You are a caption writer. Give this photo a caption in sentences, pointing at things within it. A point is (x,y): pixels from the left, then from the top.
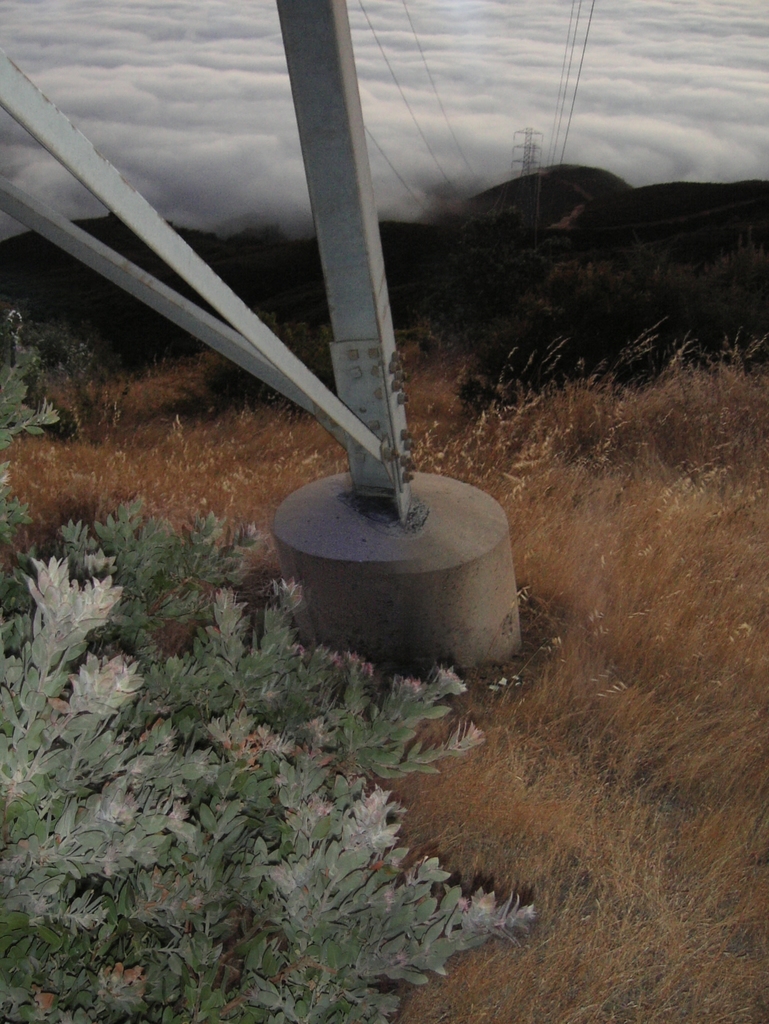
In the center of the image (291,364) we can see some metal rods (390,438) with a stand (419,553). We can also see a group of plants (503,263), grass (485,472), and utility poles (529,146) with wires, the hills (489,203) and the sky (202,109) which looks cloudy.
